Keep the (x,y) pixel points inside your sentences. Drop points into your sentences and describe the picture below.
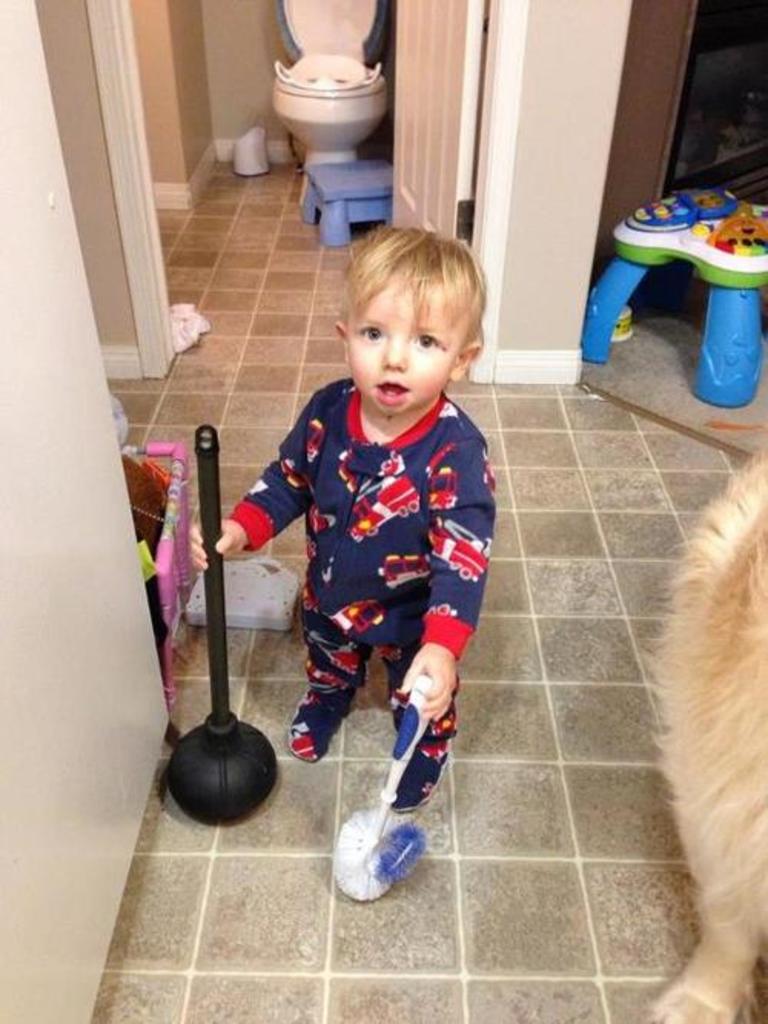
In this picture we can see a child (443,500) is standing on the ground (540,556), holding a brush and an object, here we can see a dog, toilet seat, wall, door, stools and some objects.
